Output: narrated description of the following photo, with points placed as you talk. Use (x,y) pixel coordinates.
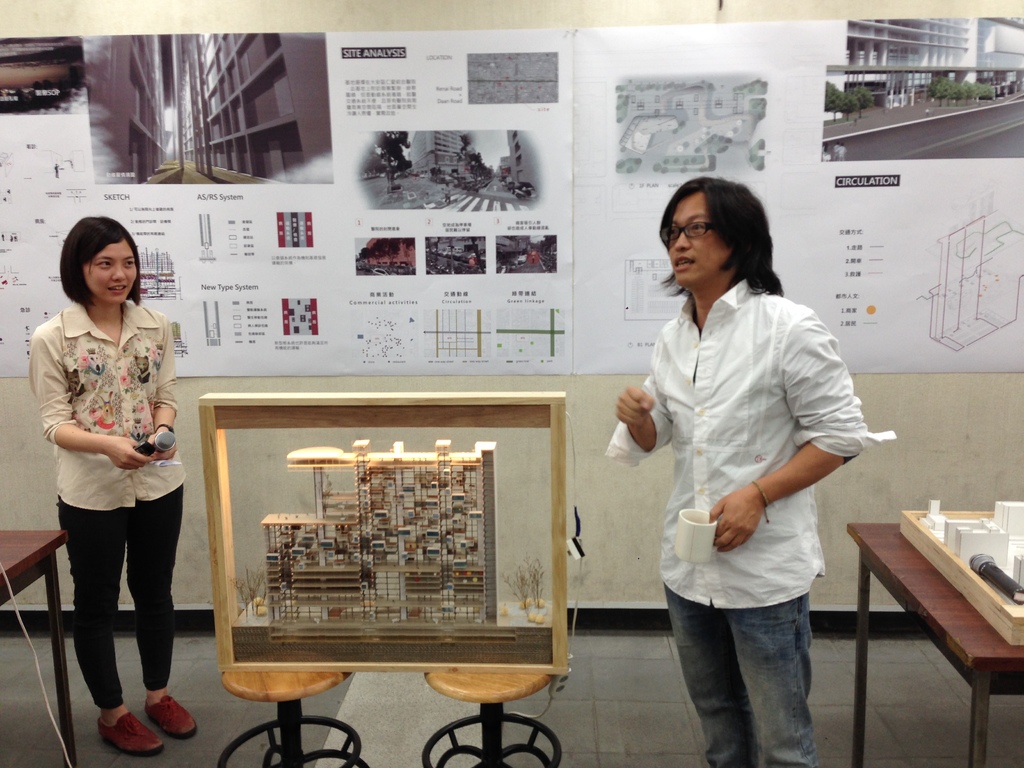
On the background (619,97) we can see posters (651,170) over a wall (618,478). Here we can see a man (712,454) holding a cup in his hand (732,520) and a woman (132,441) holding a mike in her hand (115,441). On the chairs (451,684) we can see an engineers building plan (418,595). These are tables (968,625) and on the table (968,625) we can see a mike (998,581) and a planning board (947,574).
